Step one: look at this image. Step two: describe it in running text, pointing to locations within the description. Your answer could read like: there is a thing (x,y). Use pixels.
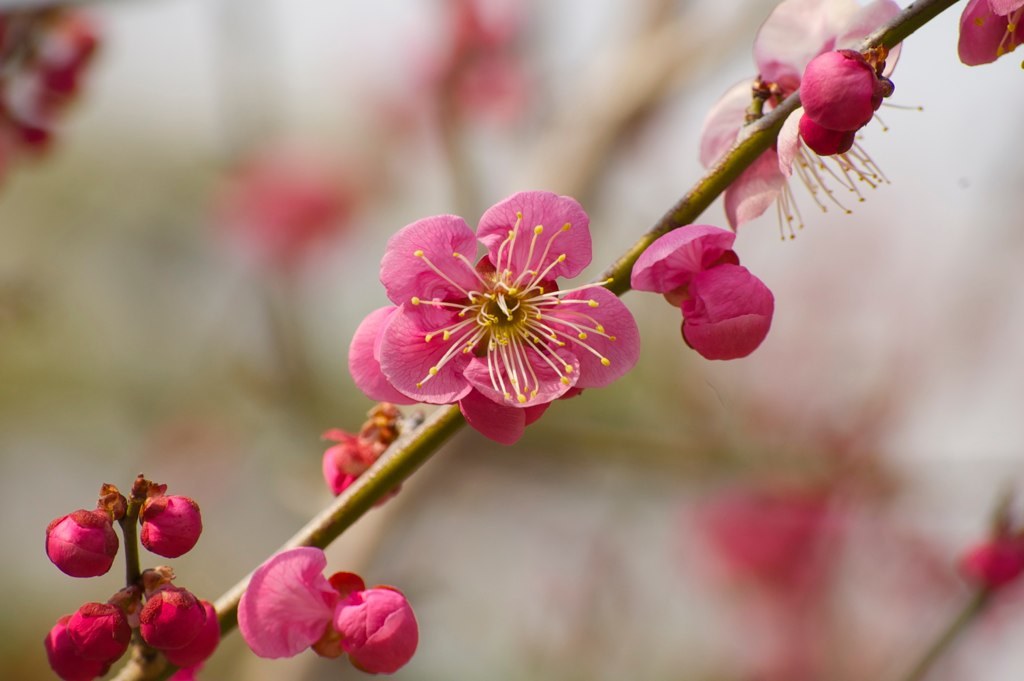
In this picture we can see flowers (775,103), buds (186,658) and stem (359,503). In the background of the image (755,448) it is blurry.
